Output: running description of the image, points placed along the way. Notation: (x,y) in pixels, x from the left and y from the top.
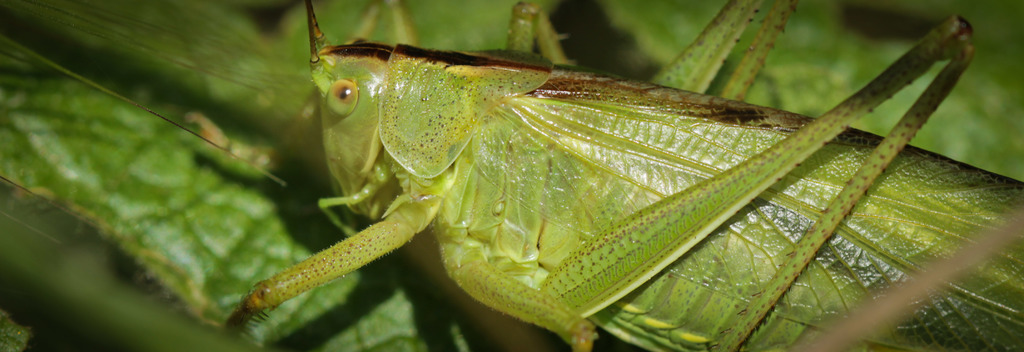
In this image we can see a grasshopper (450,129) on leaf (187,202). Background (828,59) it is blur.
